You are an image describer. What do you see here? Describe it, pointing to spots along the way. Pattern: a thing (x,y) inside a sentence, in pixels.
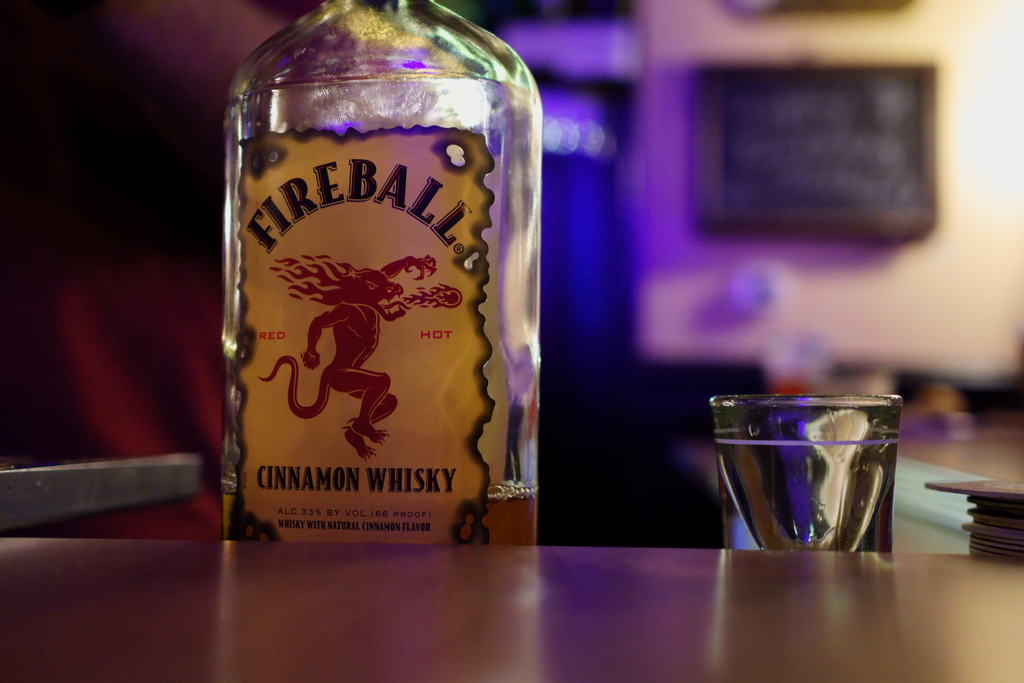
In this image I can see a bottle (533,273) and a glass (809,452).
